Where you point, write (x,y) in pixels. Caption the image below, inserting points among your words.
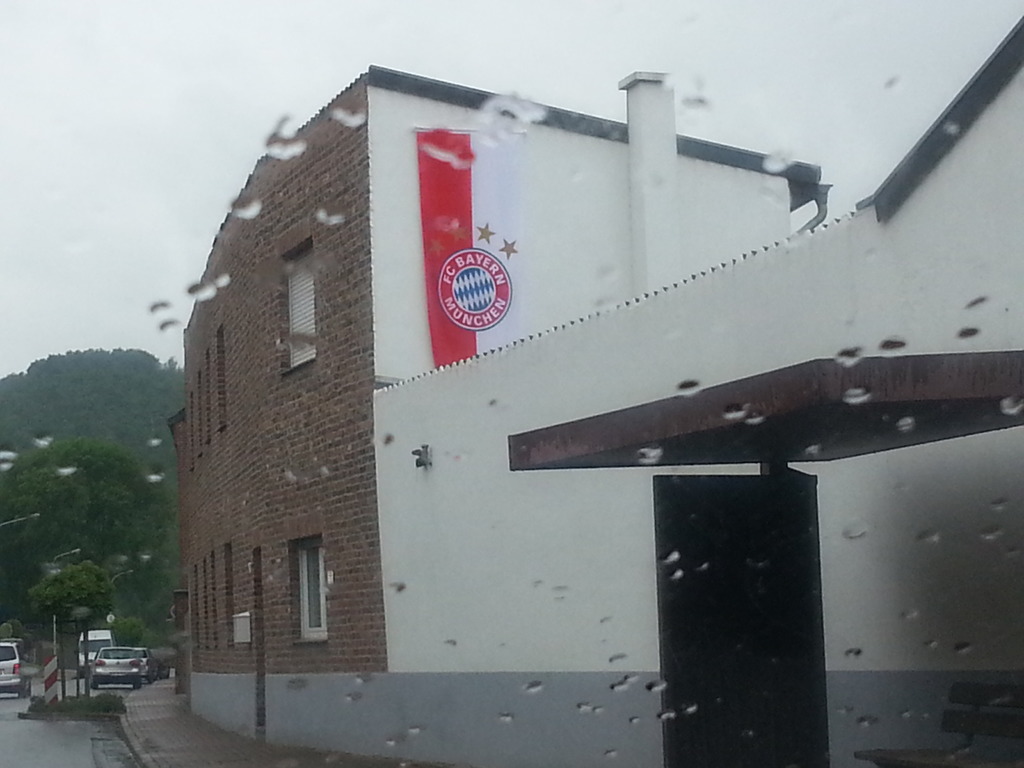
In this picture I can see water drops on the transparent glass material (998,294), there is a house (499,367) with windows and a banner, there are vehicles (116,667) on the road (0,711), there are poles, lights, trees (129,393), and in the background (251,77) there is sky (518,75).
